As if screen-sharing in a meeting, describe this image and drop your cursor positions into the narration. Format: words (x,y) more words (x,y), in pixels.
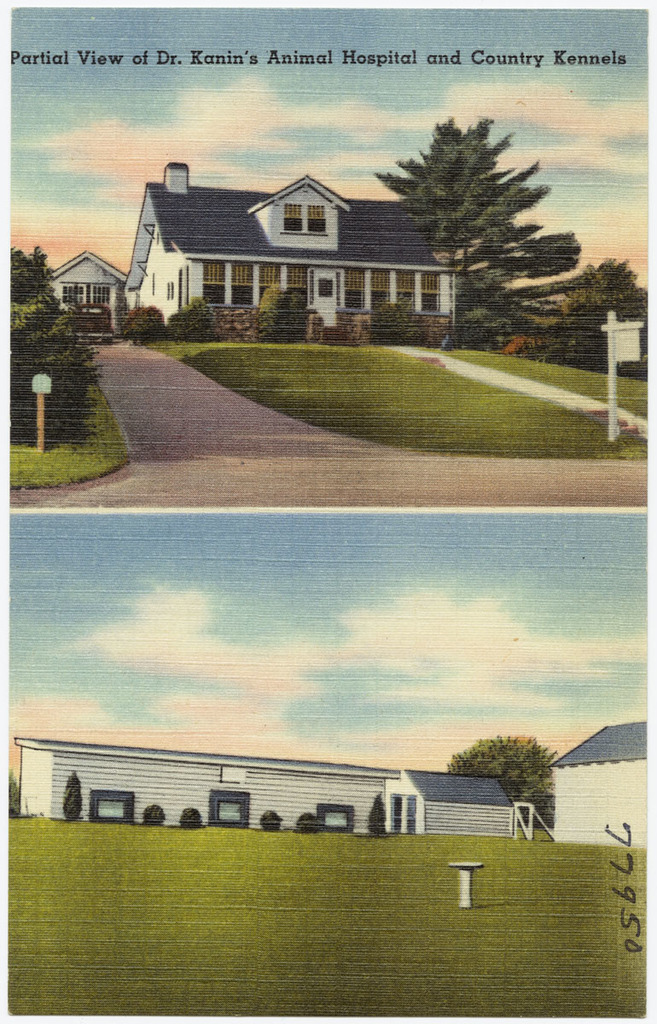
In the picture I can see collage images. At the top of the picture (505,296) I can see the houses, trees (502,287) and green grass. There are clouds (460,682) in the sky (588,73). I can see the text (13,59) at the top of the picture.
